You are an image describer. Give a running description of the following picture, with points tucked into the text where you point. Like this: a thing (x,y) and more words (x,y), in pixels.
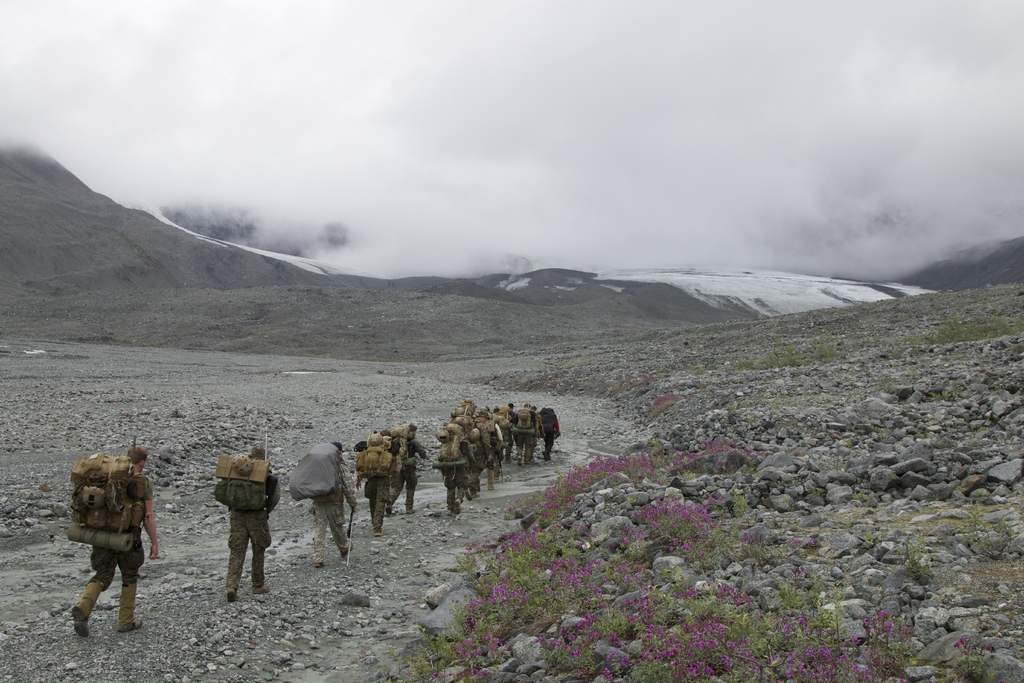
In the image we can see there are people (332,515) walking on the ground (225,542) and they are carrying backpacks (296,482) at the back (329,480). There are mountains (465,293) covered with snow (803,278) and on the ground (498,660) there are flowers (672,643) on the plants (608,637).
